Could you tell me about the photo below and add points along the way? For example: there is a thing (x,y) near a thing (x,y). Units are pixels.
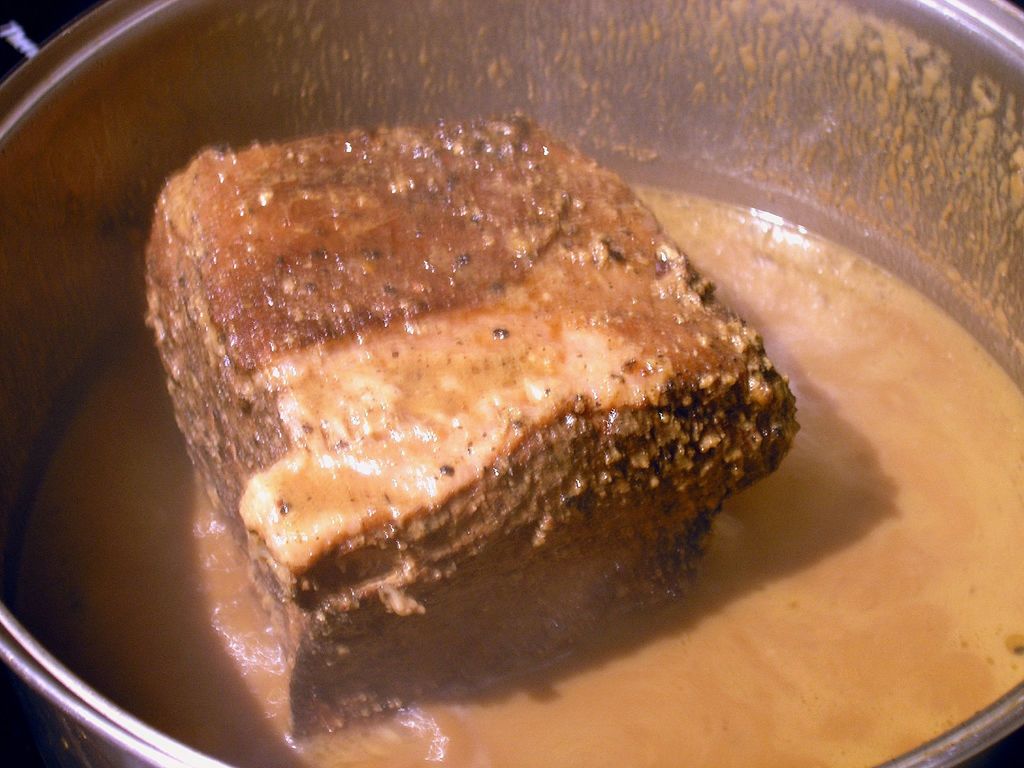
In this picture we can see food (811,542) in a container (210,107).
